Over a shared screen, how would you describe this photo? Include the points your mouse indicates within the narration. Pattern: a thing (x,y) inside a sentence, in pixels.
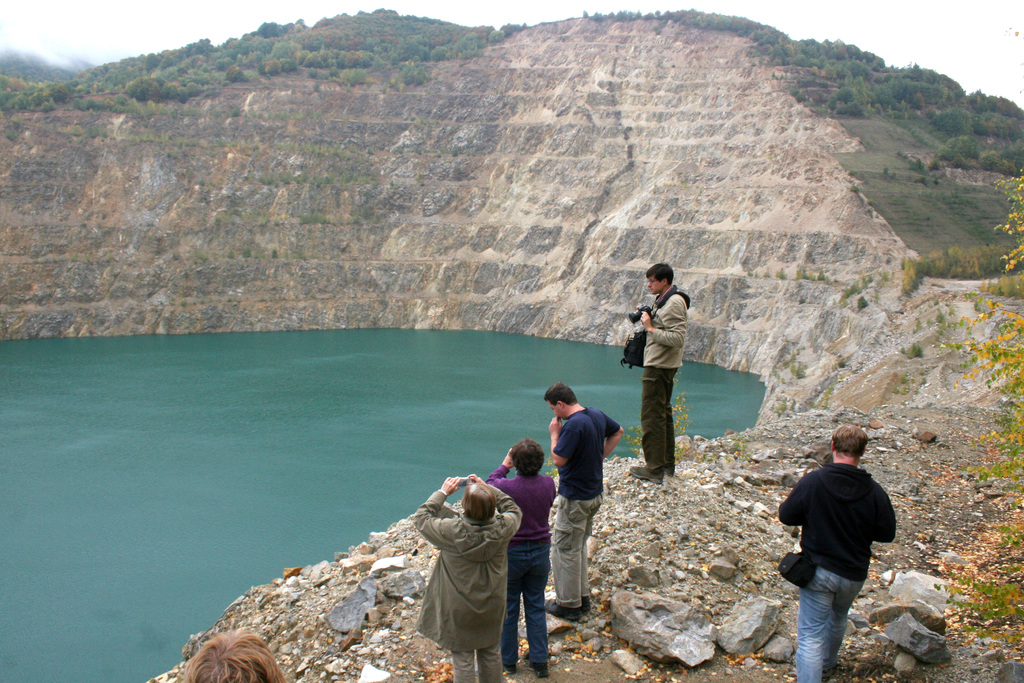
In the picture we can see the water surface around it, we can see the hill surface (859,119) covered with plants (963,115) and rocks (802,318) and we can see five people (455,573) are standing on the surface (955,680) and capturing something with the cameras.
